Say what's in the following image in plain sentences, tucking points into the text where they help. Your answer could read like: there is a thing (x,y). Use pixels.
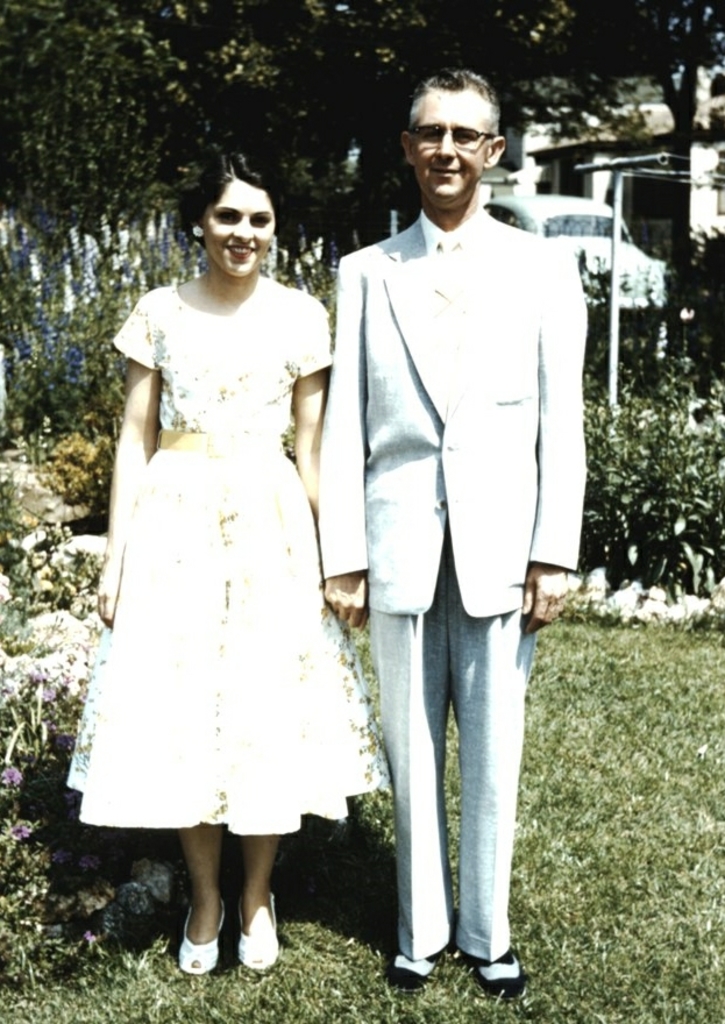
In this image we can see a man (564,508) and a woman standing on the ground (603,724). We can also see some plants (632,539) with flowers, grass (598,746), pole (612,317) with wires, a car (528,208), a building (590,142) and some trees (416,203).
